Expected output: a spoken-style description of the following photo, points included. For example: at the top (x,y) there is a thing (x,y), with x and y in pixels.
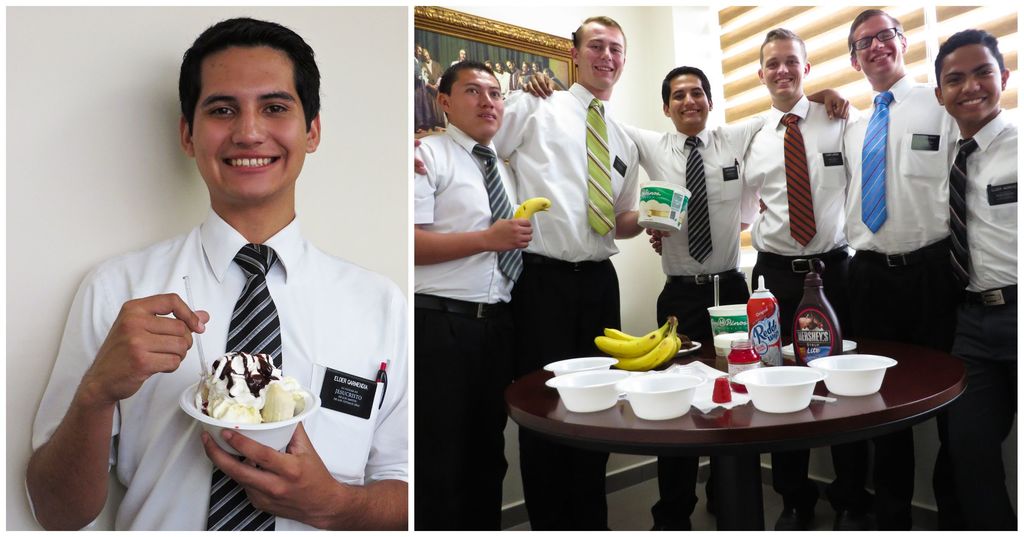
In this image I can see the collage picture and I can see group of people (719,207) standing, the person (247,293) in front is wearing white color shirt (660,148) and black color tie (698,167). In front (766,364) I can see few bowls (622,379), fruits (623,357), bottles (806,355) on the table (692,407). Background (532,49) I can see the frame (541,40) attached to the wall (625,30) and the wall (641,77) is in white color.
